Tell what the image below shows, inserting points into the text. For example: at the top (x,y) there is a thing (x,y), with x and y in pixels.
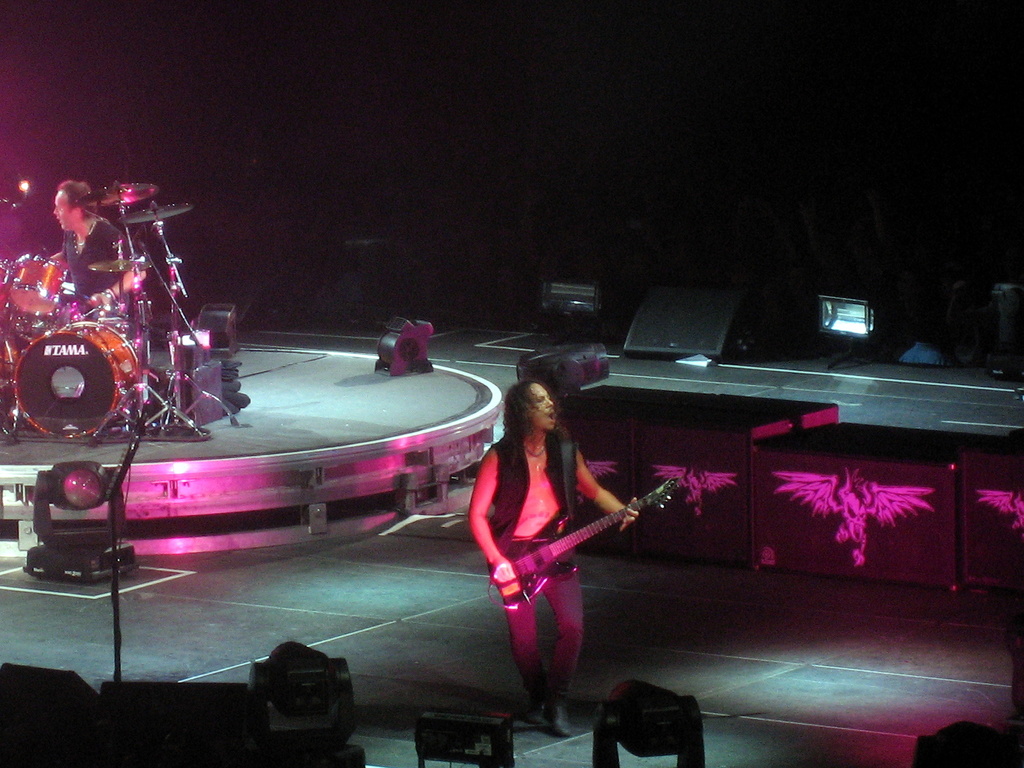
In the image we can see there is a person (491,546) standing, wearing clothes (508,500), shoes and holding a guitar (533,582) in hand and it looks like the person (494,481) is singing. There is another person (72,250) sitting and there are many musical instruments (53,335) around. Here we can see the floor (359,588) and the background (338,177) is dark.
